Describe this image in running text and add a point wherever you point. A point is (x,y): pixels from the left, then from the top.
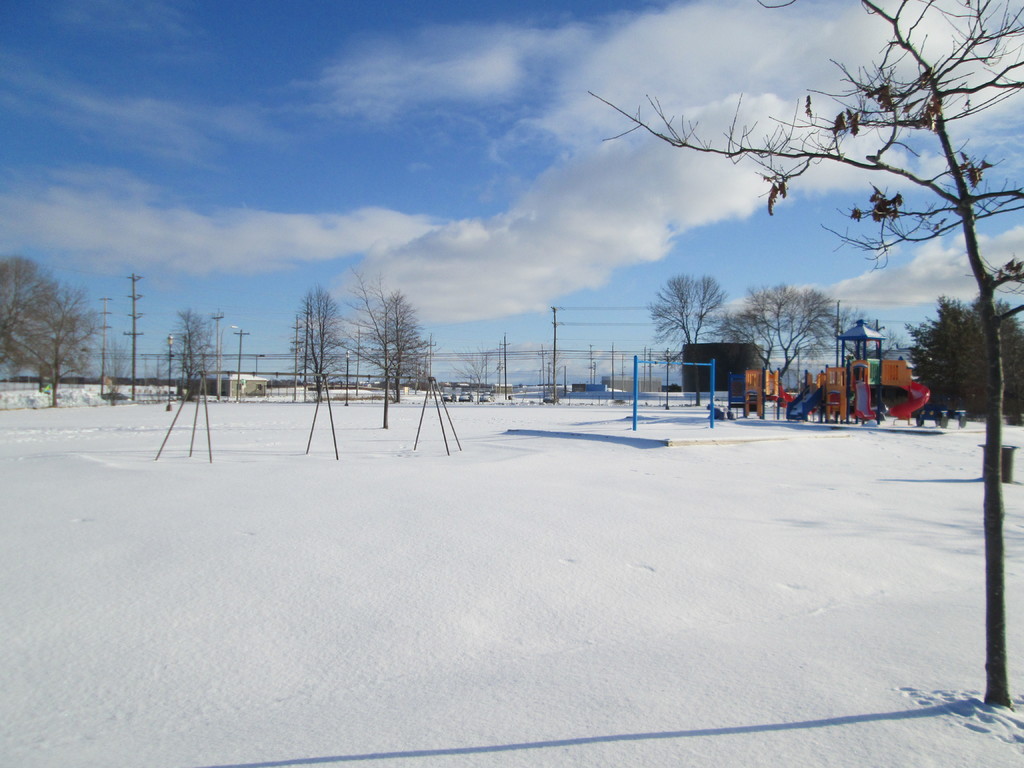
In this image we can see trees (59,321), poles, snow (212,563) on the ground (592,578), slide (857,410) on the right side (897,380). In the background (171,341) there are houses (714,356), wires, poles (134,324) and clouds (612,174) in the sky (501,152).
